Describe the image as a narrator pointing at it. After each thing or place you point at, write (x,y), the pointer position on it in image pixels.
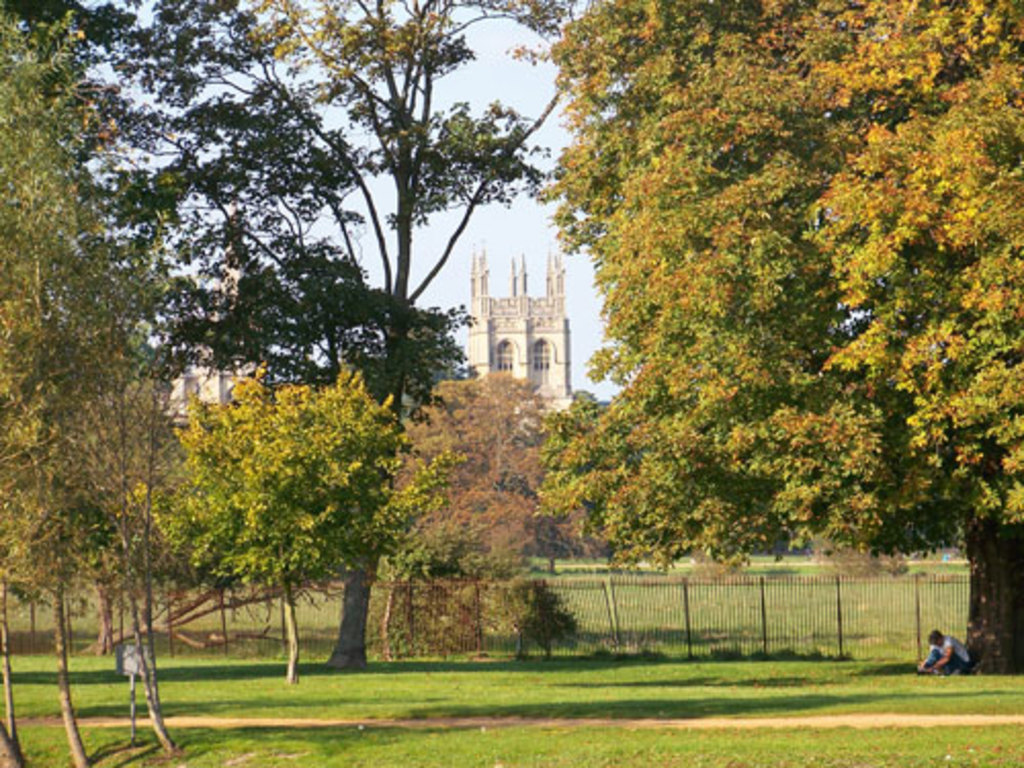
In this image I can see grass ground (621,755) and on it I can see number of trees (399,507). I can also see fencing (784,583) and here I can see a person (946,646) is sitting. In the background (584,370) I can see few buildings (485,337), sky (453,250) and on ground (662,747) I can see shadows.
